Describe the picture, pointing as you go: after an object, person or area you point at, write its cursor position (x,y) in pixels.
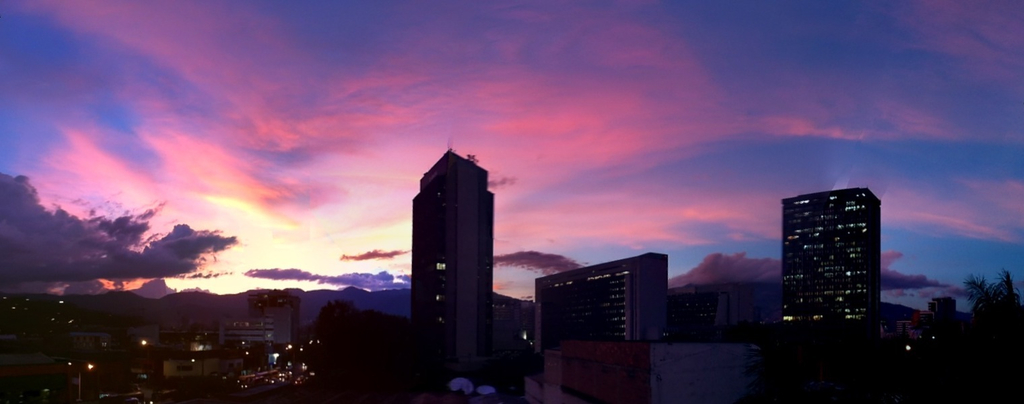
In the given image i can see a buildings (588,396), trees (991,307), lights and sky (2,166).
